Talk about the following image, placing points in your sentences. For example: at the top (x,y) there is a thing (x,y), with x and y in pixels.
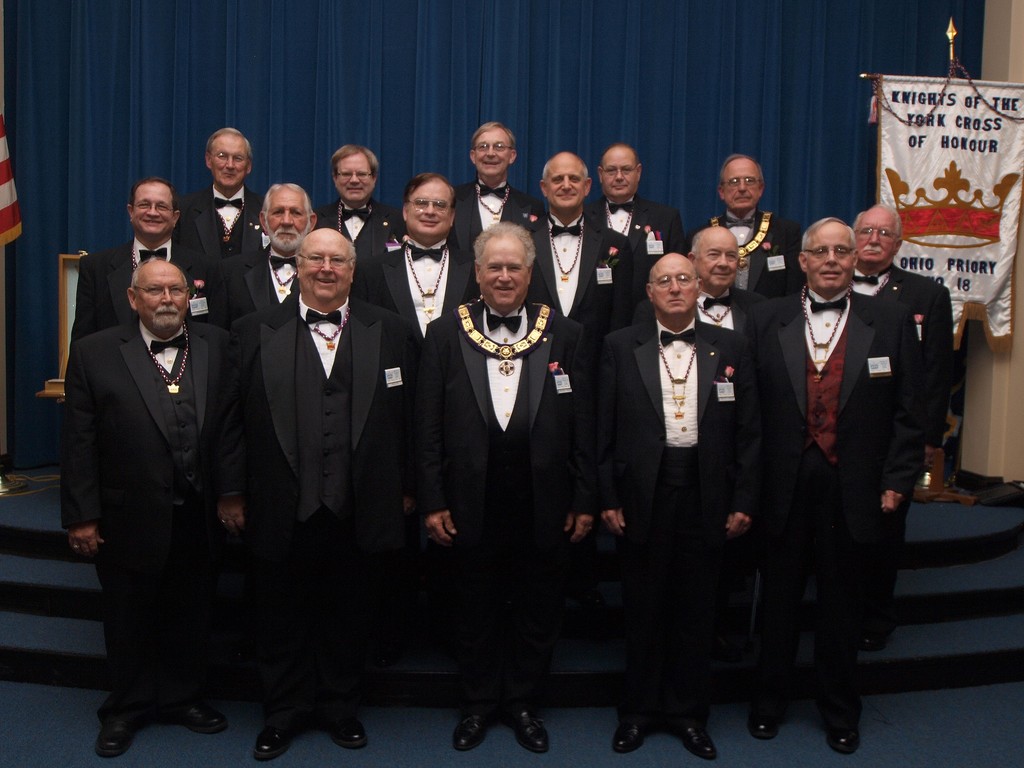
In this picture I can see there are a group of people (304,547) standing on the stairs (35,569) and they are wearing blazers (574,458) and white shirts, few of them are wearing spectacles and there is a blue curtain (26,195) in the backdrop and there is a banner (1000,183) on to right (929,152).
